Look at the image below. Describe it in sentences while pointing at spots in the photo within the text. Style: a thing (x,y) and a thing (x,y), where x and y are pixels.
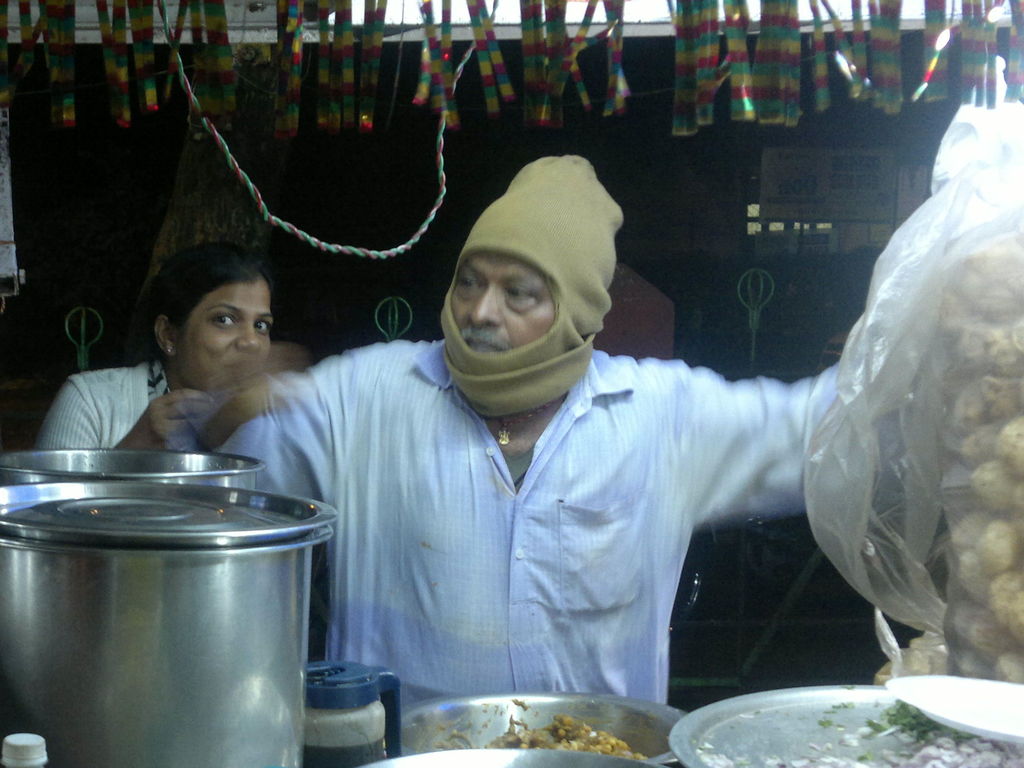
In this image there is a man (479,509) standing. He is wearing a cap (526,241). Beside him there is a woman (120,406) standing. In front of him there are cans (113,623), bowls (545,715), plates (815,721), covers (917,516), onions (966,741), and food (560,727). Behind him it is dark. At the top (140,35) there are decorative things (614,54) and a wire (169,38) hanging.
